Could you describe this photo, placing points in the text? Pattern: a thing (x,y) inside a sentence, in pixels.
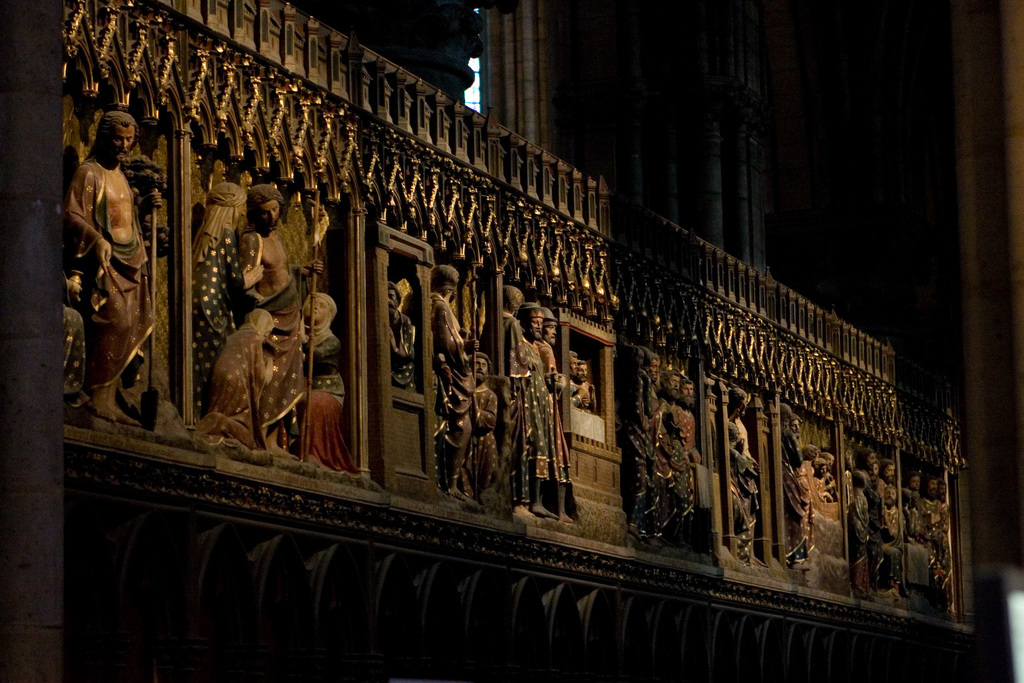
Here we can see sculptures (324,316) on a platform (868,602). In the background (568,91) the image is not clear.
